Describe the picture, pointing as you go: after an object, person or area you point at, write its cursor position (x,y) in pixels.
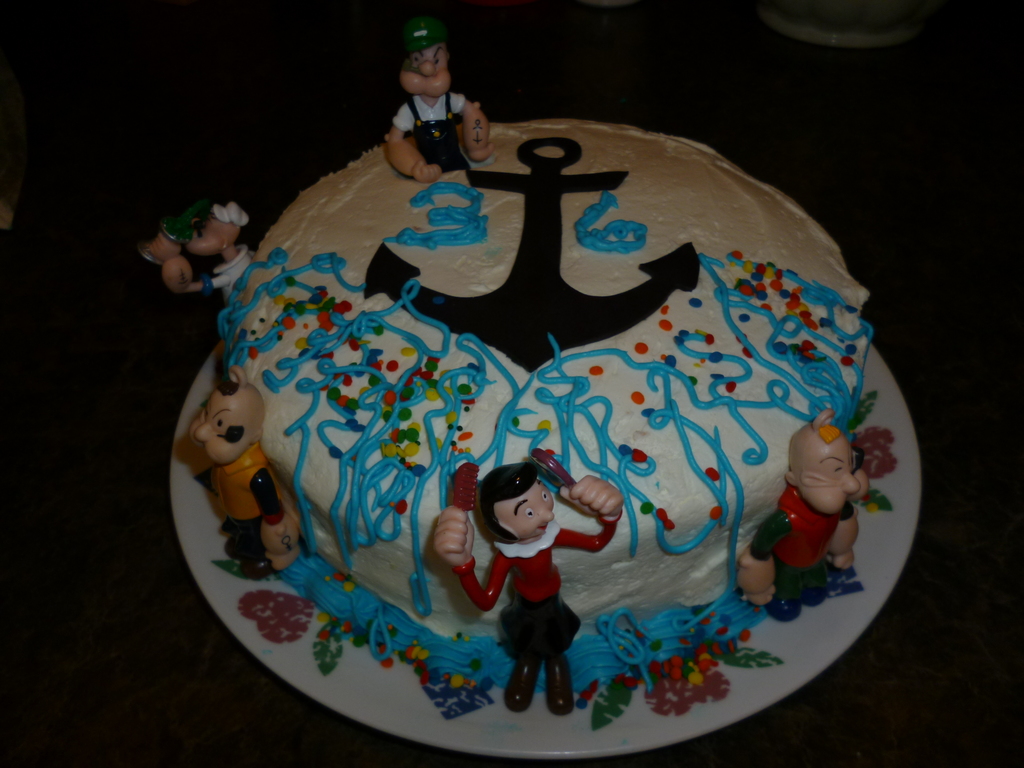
This image is taken indoors. At the bottom of the image (896,681) there is a table (301,151) with a plate (886,568) on it and on the plate (739,657) there is a cake (701,580) with cream (447,219) and a few toys (556,648).
